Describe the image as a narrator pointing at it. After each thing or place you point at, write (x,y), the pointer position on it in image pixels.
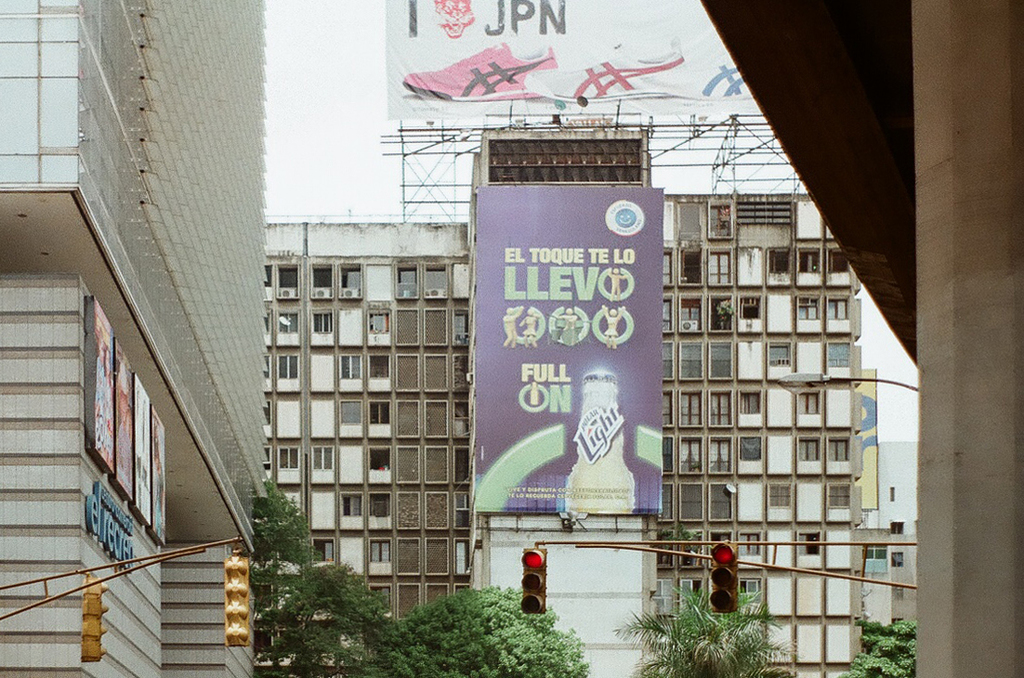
In this picture there is a building (431,468) with blue color banner (543,499). In the front (696,555) we can see some traffic signal lights (726,565). On the left side (245,439) there is a big glass building (204,400). On the top (517,65) there is a white color advertisement banner poster (508,64).
